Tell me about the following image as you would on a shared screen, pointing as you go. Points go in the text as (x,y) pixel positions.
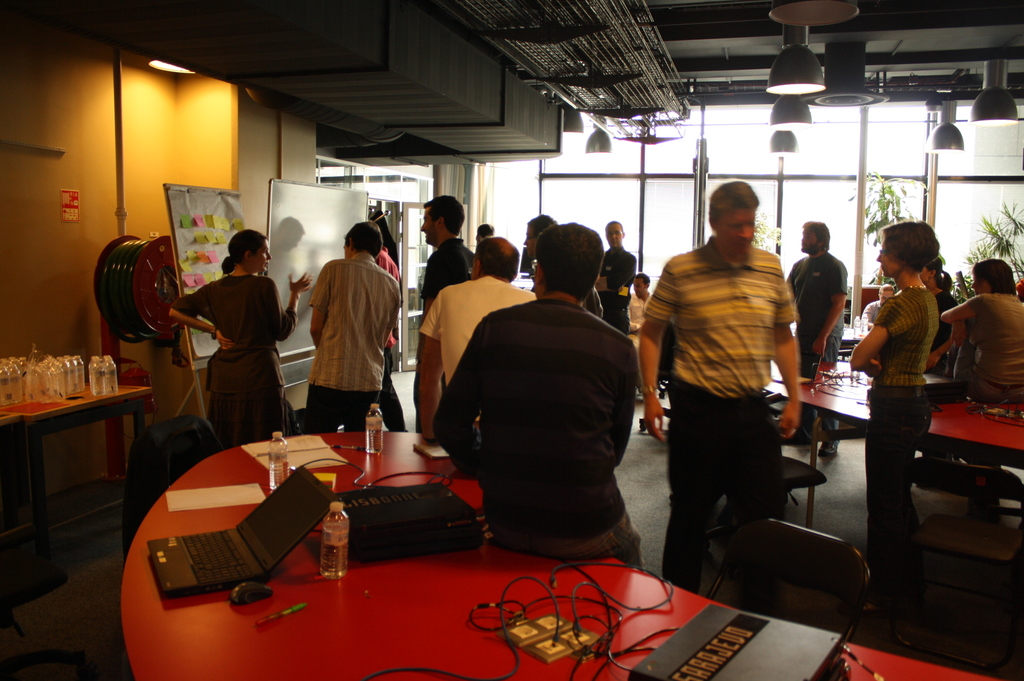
in a picture there are number of people (721,351) which it is taken in a closed room (404,293) and coming to the right corner of the picture (893,274) there is a woman (888,328) standing and to left corner of the picture (334,667) there is one table (384,585) in red colour and on it there are laptop (282,501), bag (390,540), water bottles (344,555) and some papers (264,492) and one person (483,340) is sitting on the table (529,573) in black dress (518,422) and there is another table (142,389) in the corner and having bottles (36,392) on it. Beside that there is the pipe (150,332) which is rolled in order and there are two white boards (223,201) and one white board (180,264) is stuck with papers (187,259) and in front of the boards (286,272) there are people (343,288) standing and behind the people (499,306) there are large windows (716,157) opened and there are some plants (986,225) at the right corner of the picture (1009,252) and coming to the roof (526,88) there are lights (949,128) hanged.
